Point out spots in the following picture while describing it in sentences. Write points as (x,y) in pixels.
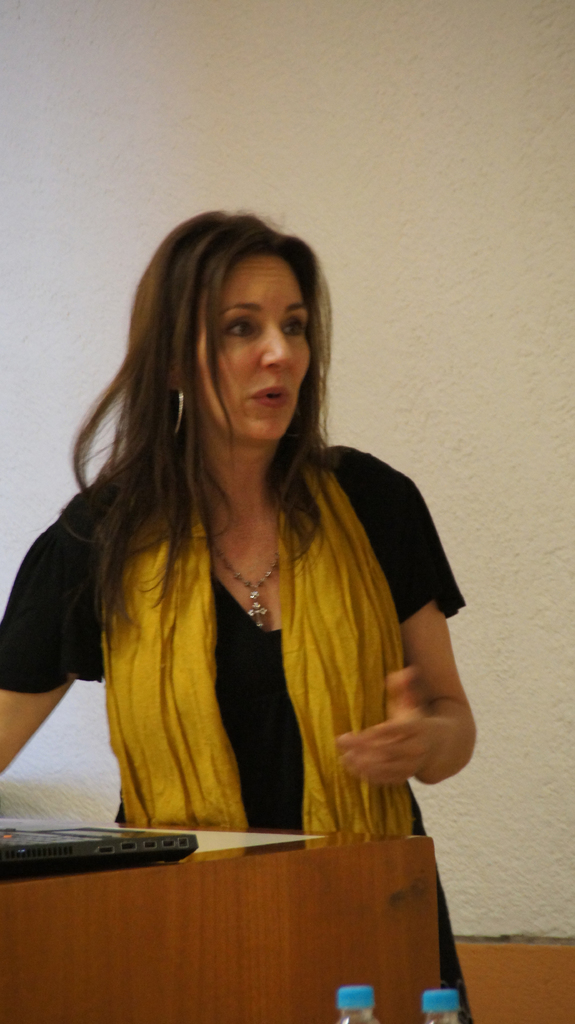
In the center (267,524) we can see one woman (282,475) standing. In front of her we can see wood stand (302,945) on stand (180,908) there is a laptop (117,836). In bottom (451,996) we can see two water bottles (448,1021). And back there is a wall (424,90).
